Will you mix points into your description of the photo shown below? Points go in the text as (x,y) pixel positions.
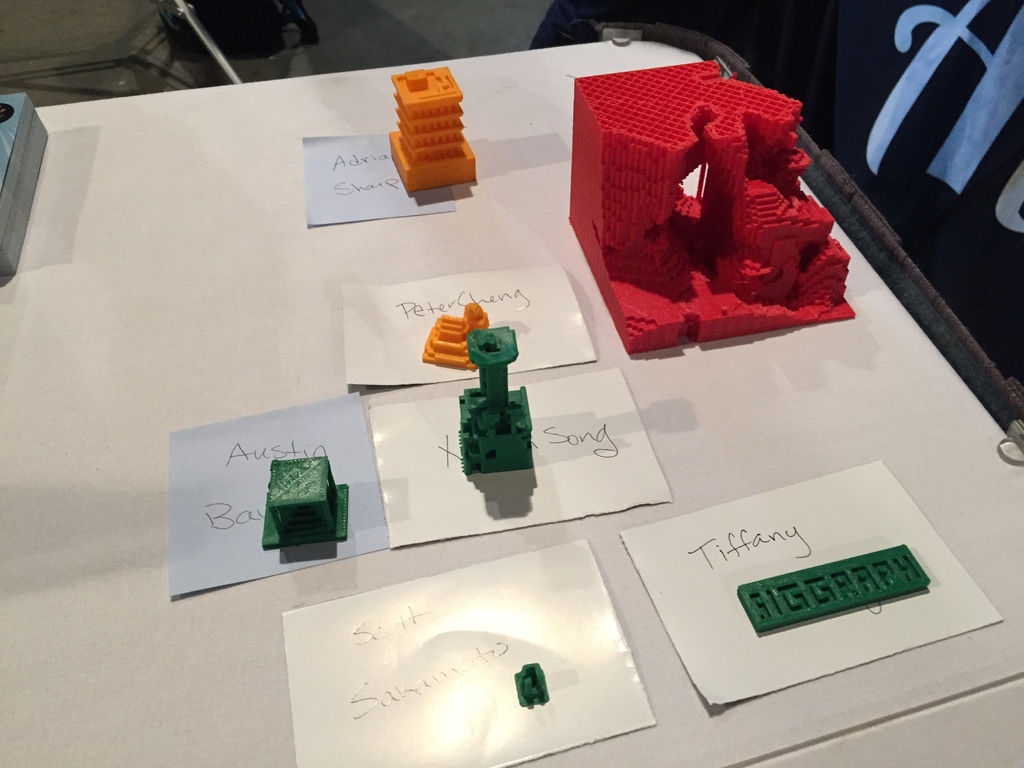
In this image I can see some papers (421,337) with some text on a table (391,119). I can see some plastic construction toys (462,157) along with the papers (443,440).
